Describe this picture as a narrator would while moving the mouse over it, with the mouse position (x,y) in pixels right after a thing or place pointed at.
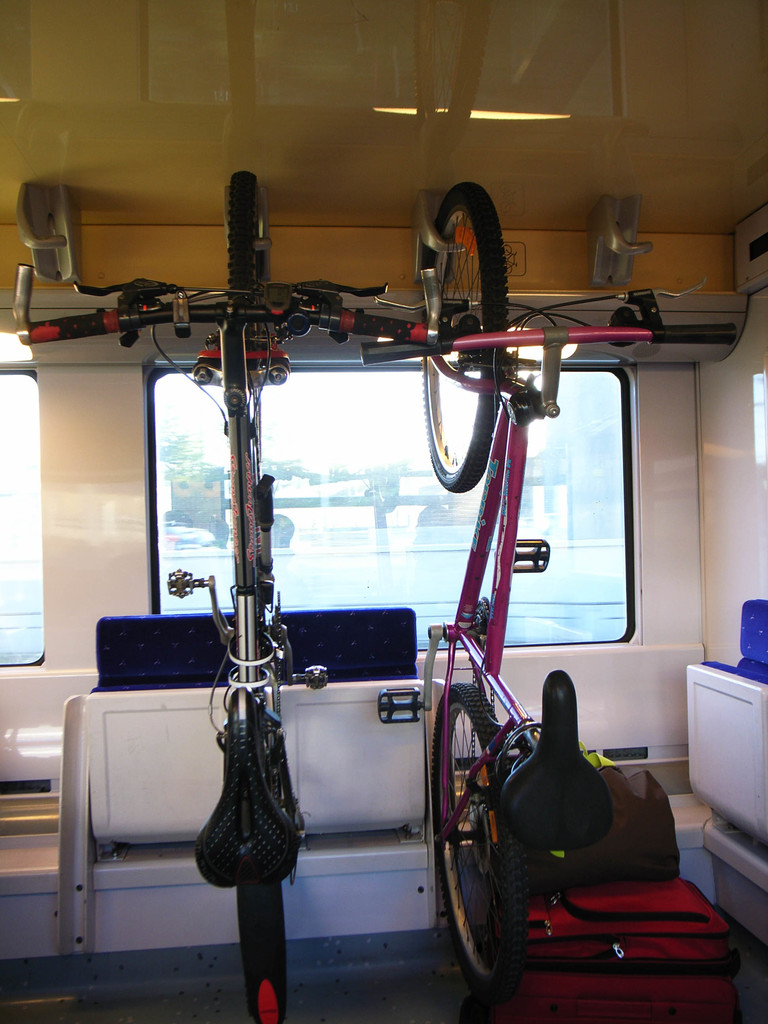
In the foreground (601,338) I can see two bicycles (357,319) are hanged on the hanger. In the background (617,382) I can see seats (184,738), window (334,548), trees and a rooftop (469,19). This image is taken may be inside a vehicle (198,893).
